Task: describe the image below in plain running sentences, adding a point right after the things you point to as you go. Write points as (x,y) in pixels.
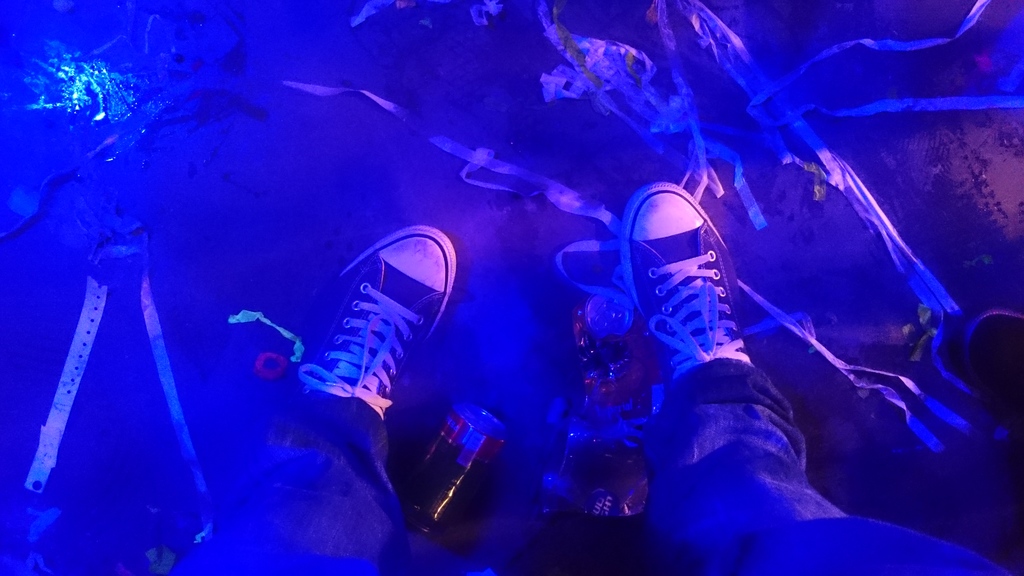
This picture contains the legs (672,406) of the human (692,434) who is wearing shoes (422,312). Beside the leg (673,447), we see a coke bottle (480,471). In the background (235,204), it is blue in color.
